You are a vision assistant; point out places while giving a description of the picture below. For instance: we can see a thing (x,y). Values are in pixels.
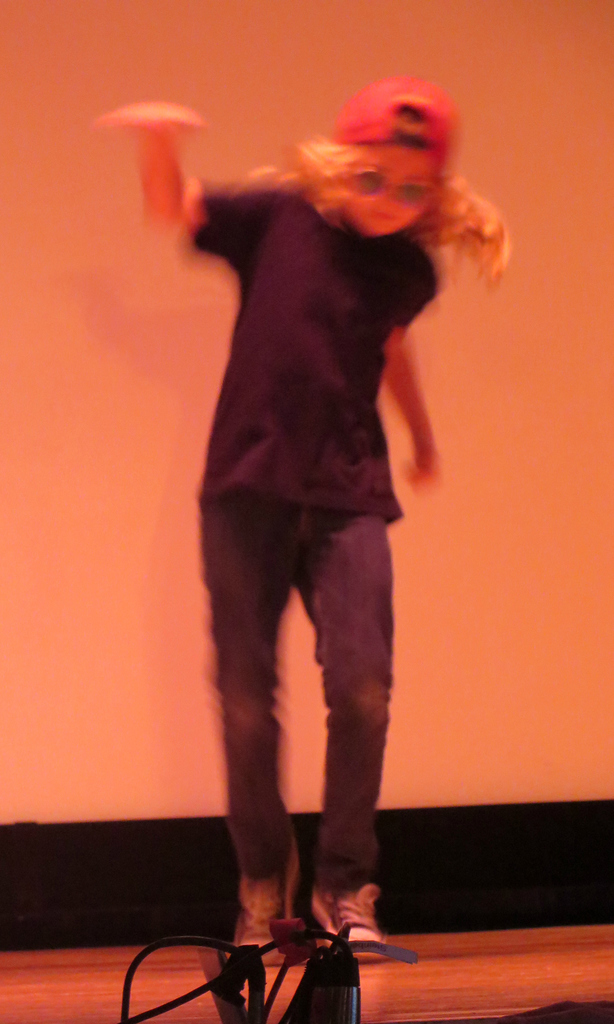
In this image, I can see a girl (334,537) standing. At the bottom of the image (334,957), I can see an object (287,964). In the background (171,750), that looks like a wall (534,202). This girl (346,329) wore a cap (384,131), T-shirt (280,361), trouser (261,702) and shoes (358,926).
